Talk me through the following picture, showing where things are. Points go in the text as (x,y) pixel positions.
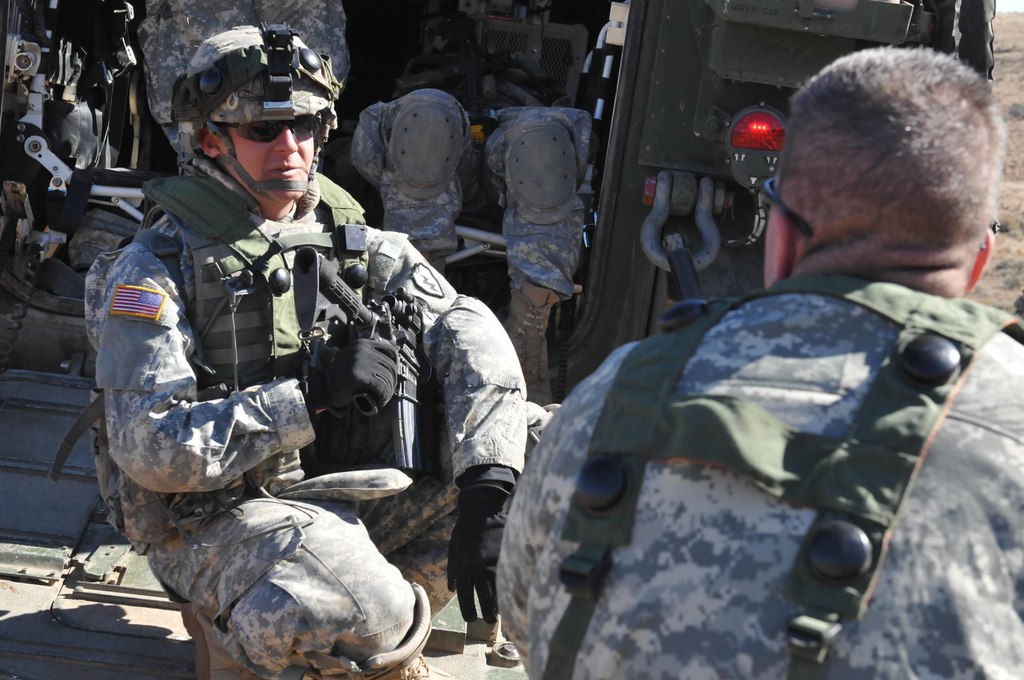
In this image I can see two persons (311,422) wearing military uniforms (253,440) and black colored gloves (323,382) are sitting on the ground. In the background (12,522) I can see a vehicle (648,119) and few persons (502,149) in the vehicle (518,8).
